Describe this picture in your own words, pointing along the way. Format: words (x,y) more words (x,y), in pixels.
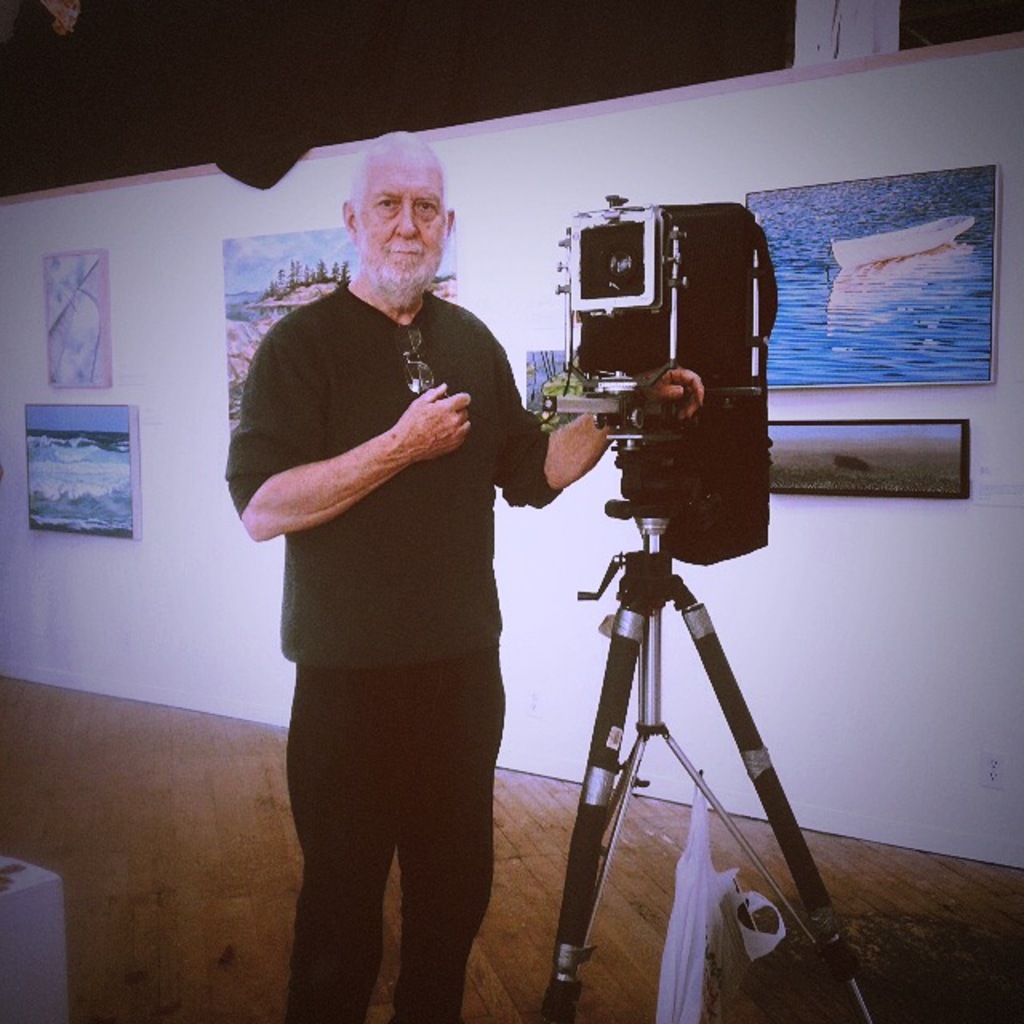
In the image we can see a man (436,518) standing and wearing clothes (429,639). Here we can see the camera (633,354) and the stand (637,568). Here we can see the floor (165,863) and the wall (127,341), and there are frames (231,334) stick to the wall (62,399).
